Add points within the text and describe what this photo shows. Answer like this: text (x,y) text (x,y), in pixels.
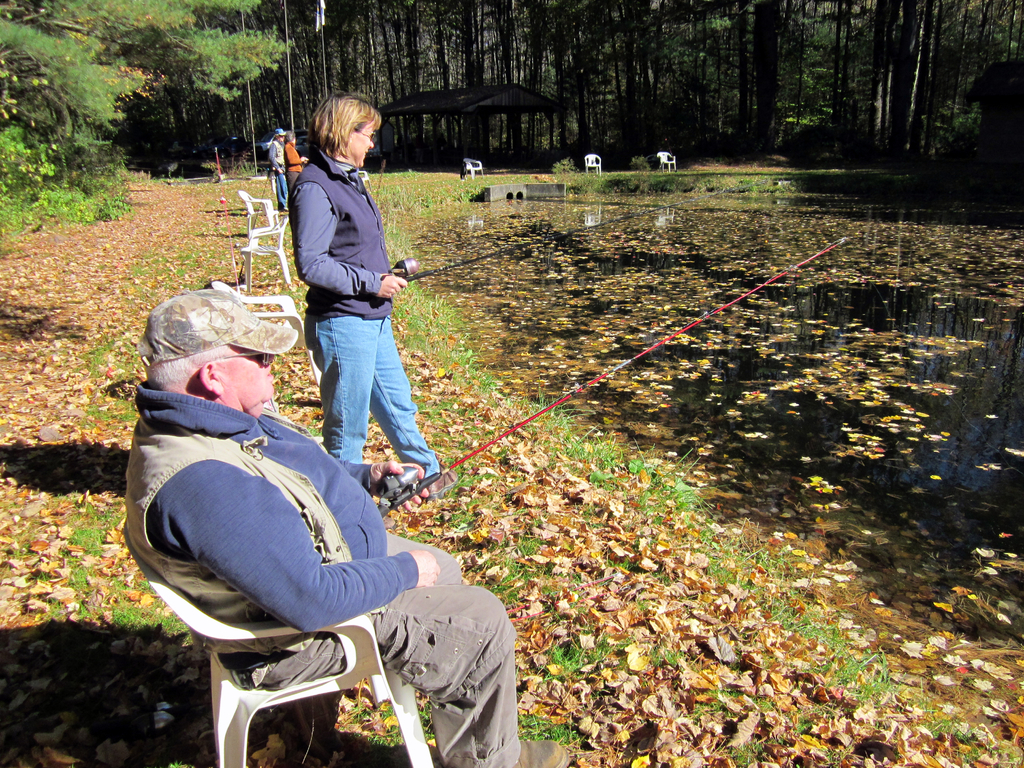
In this picture we can see there are three persons (350,379) standing on the grass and a man (249,541) is sitting on a chair (241,630). There are two persons (268,523) holding fishing rods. On the right side of the image (882,401), there is water (830,302). Behind the people (238,474) there are chairs (266,214), shed (480,108) and trees (384,27).
